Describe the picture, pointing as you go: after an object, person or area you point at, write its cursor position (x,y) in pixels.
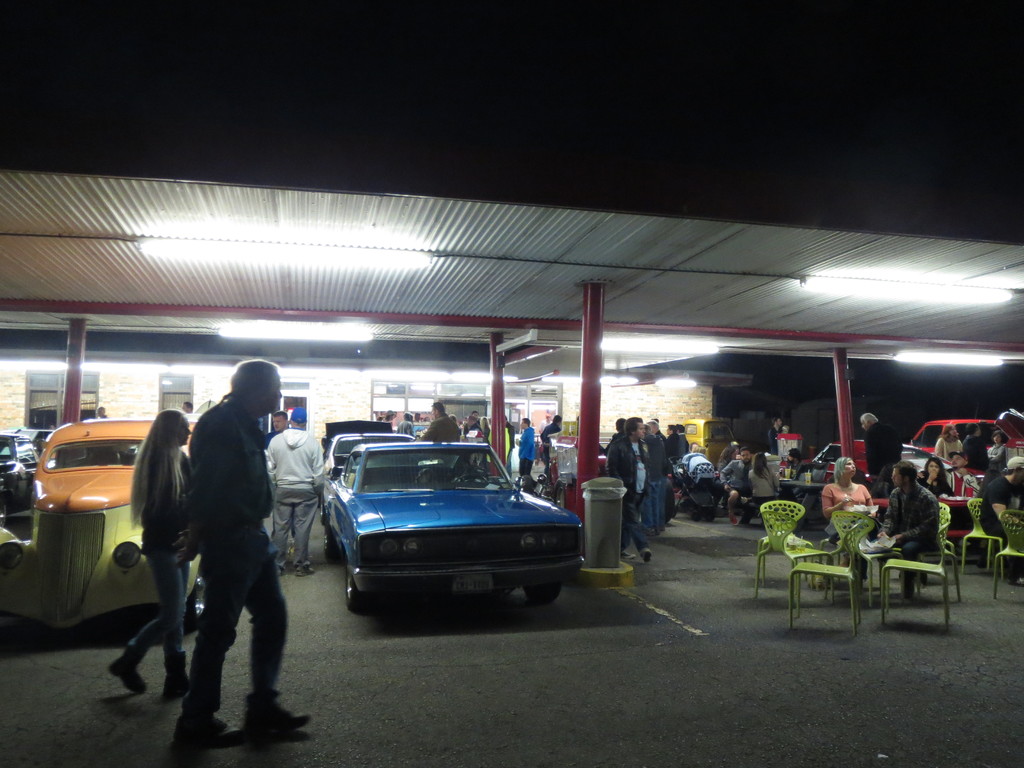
In this image there are persons (965,464), there is a building (461,414), there are pillars (75,411), there is a roof (437,243), there are lights (291,248) on the roof (257,294), there are windows (57,393), there are chairs (936,564), there are tables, there is road (729,663), there are vehicles (435,535) on the road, there is a chair (1018,536) truncated towards the right of the image (1007,543), there are vehicles (27,497) truncated towards the left of the image (23,462), there is a wall (159,405), there are two persons (230,578) walking.
